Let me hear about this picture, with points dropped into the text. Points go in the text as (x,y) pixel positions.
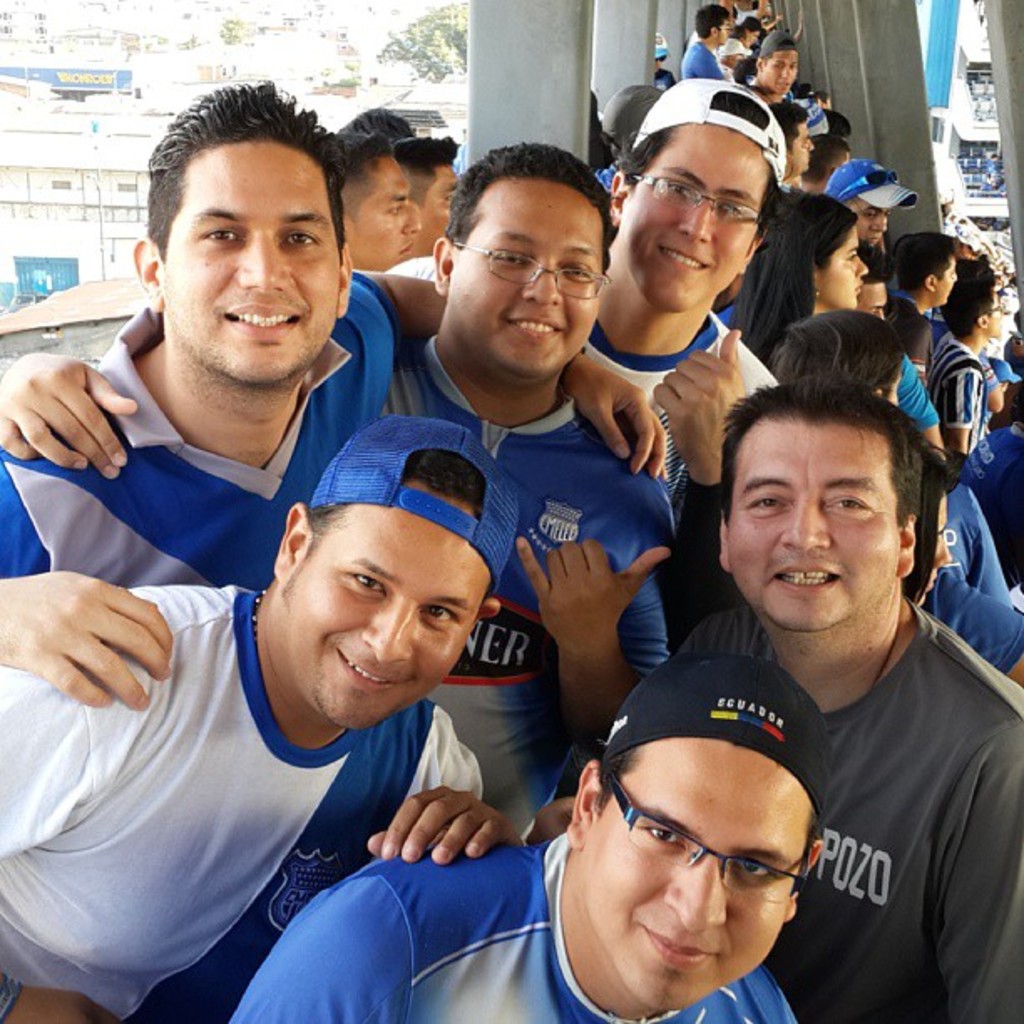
In this image we can see many people (631,453). There are many buildings (174,83) and there are few pillars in the image.
